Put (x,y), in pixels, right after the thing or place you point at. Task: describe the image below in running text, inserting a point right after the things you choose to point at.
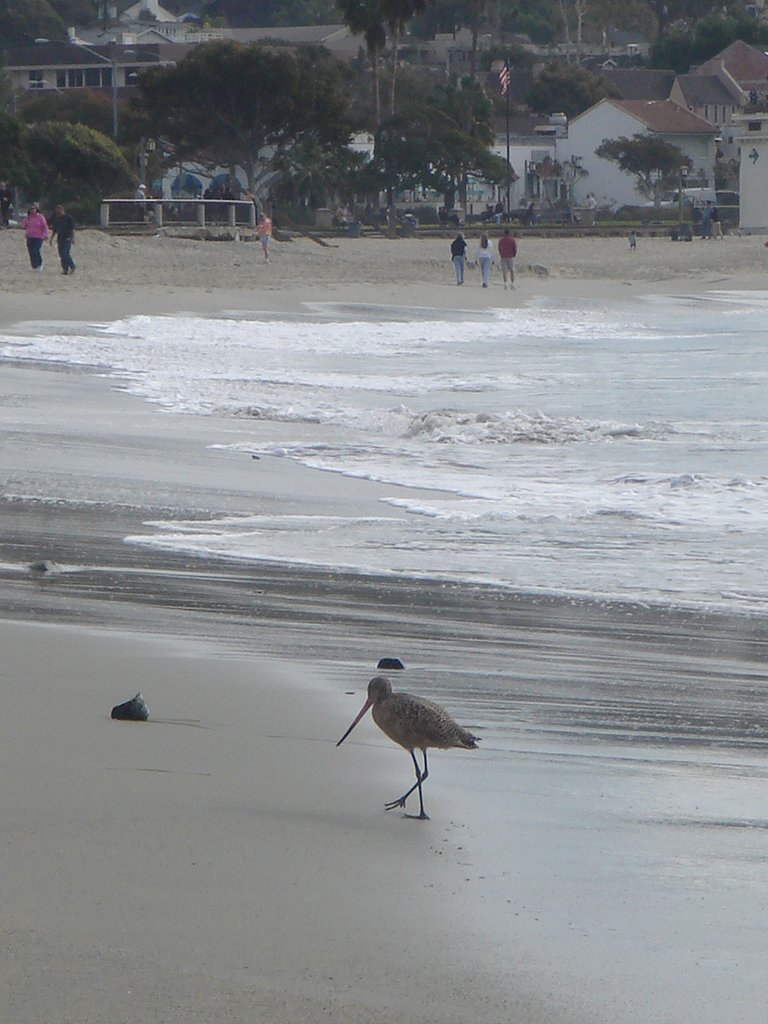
In this image we can see people (27,232) standing and we can also see a bird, water (516,442) trees (580,106) and houses (40,67).
